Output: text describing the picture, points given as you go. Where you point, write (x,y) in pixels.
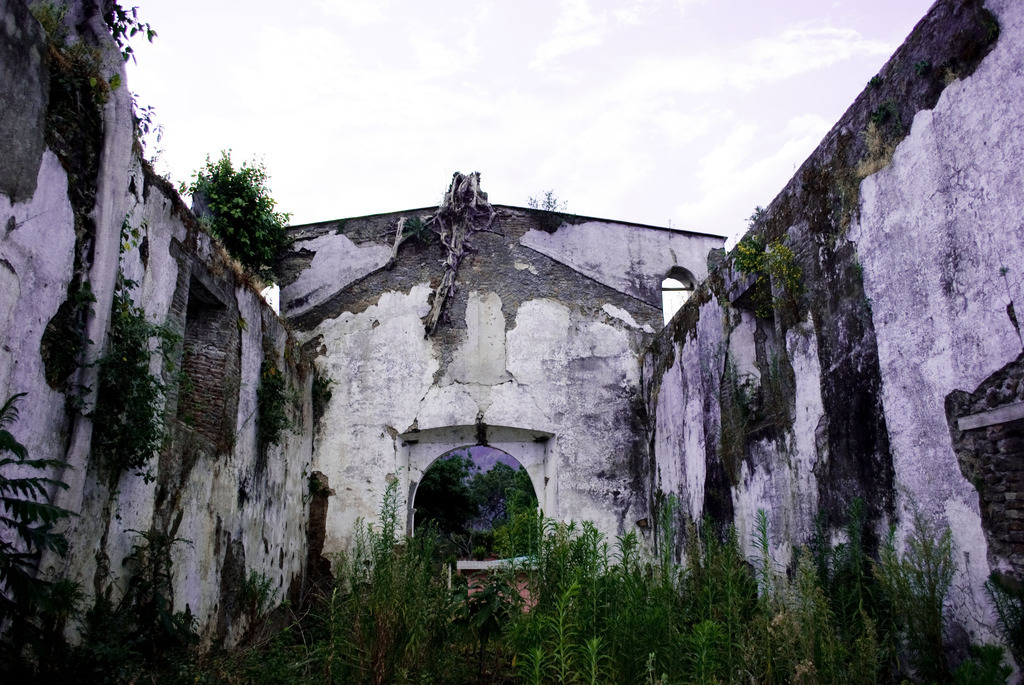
In the center of the image (400,300) there is a old building (607,376). At the bottom of the image (447,598) there are plants (365,630).
